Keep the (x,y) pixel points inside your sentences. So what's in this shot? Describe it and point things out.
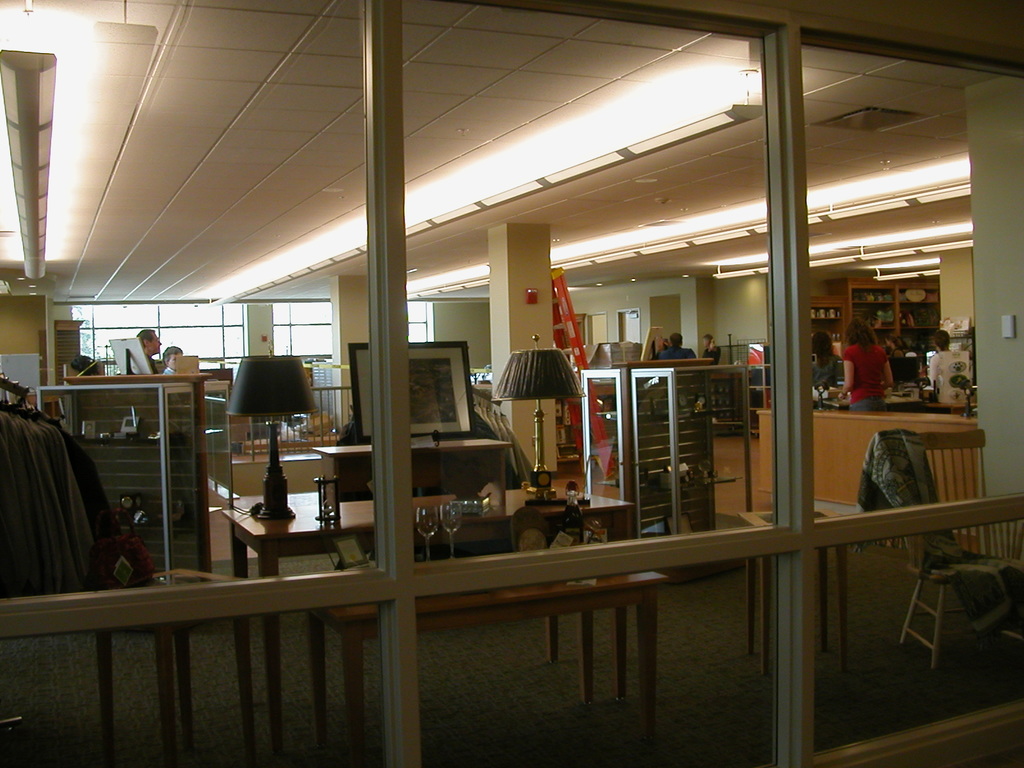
In the picture we can the see glass doors (412,506) through which we can see the table lamps (541,489), glasses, monitors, tables (353,452), a few people (157,344) standing on the right (946,334) and left side of the image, we can see boards (134,372), cupboards (141,396), pillars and the ceiling lights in the background (938,250).
